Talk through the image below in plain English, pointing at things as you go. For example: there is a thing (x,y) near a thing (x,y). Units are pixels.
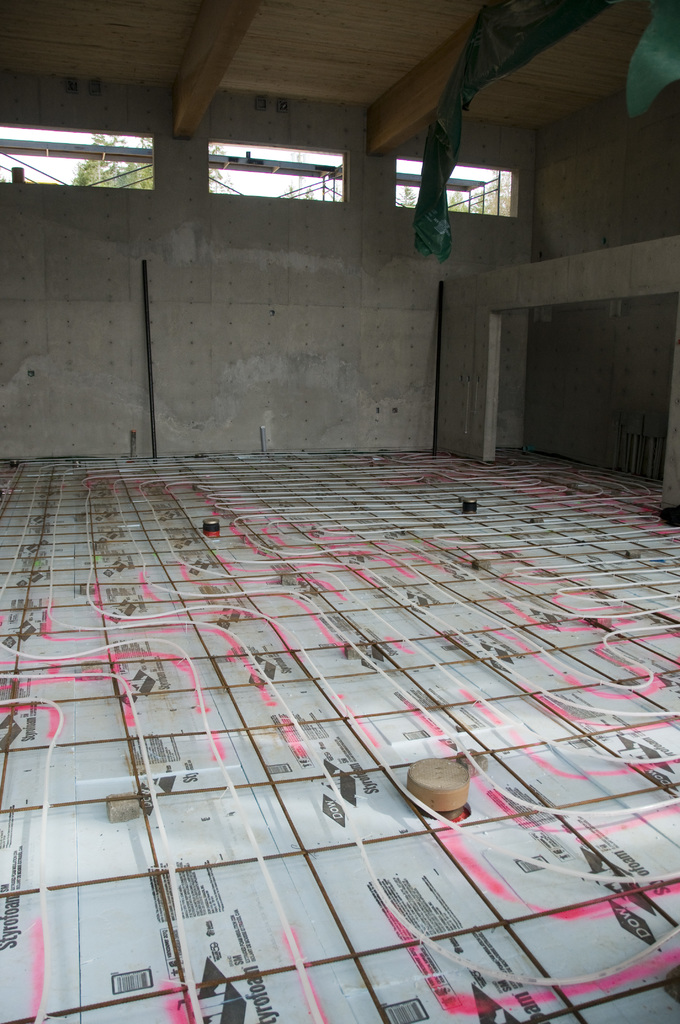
This picture is taken inside the room (634,788). In this image, on the right side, we can see a pillar (676,421) and a sheet (637,103). In the background (95,169), we can see a window (313,197), outside of the window (406,185), we can see poles (332,177) and trees (406,195) and a sky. At the top (330,11), we can see roof (316,15), at the bottom (339,855), we can see a floor (315,885) which has foam sheets (303,902), pipes (551,810) and rods (360,576).
